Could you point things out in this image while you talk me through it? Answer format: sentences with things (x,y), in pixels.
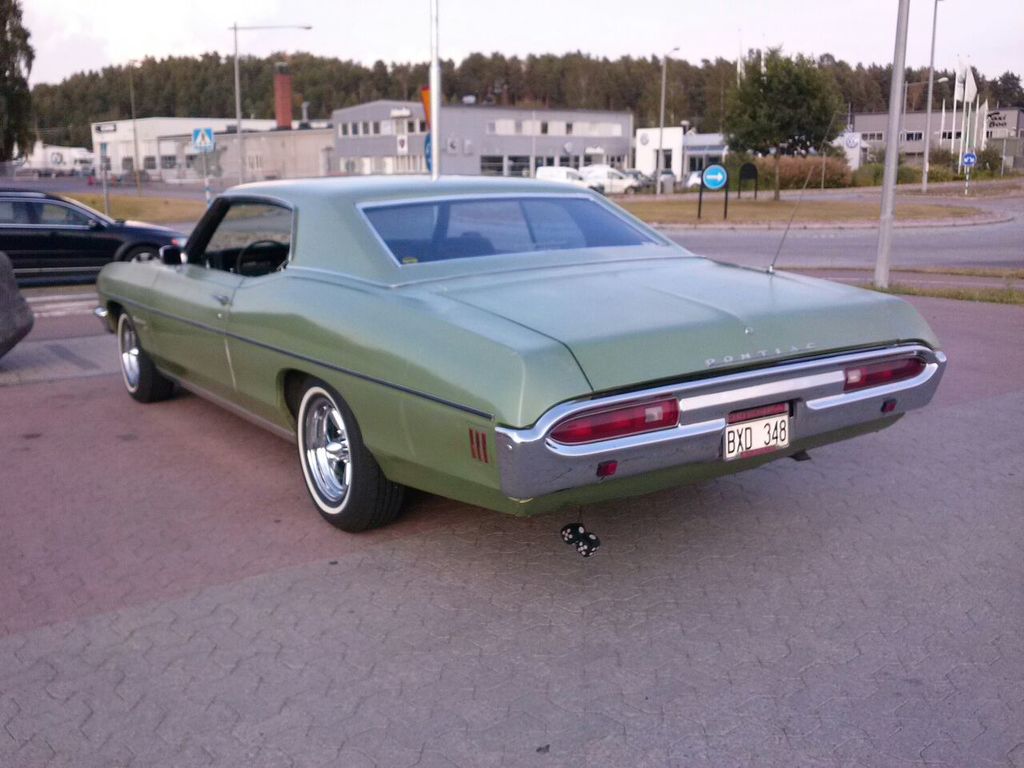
There is a vehicle (453,446) on the road (276,556). In front of it, there is another vehicle (61,210) on the road (231,496). In the background (950,297), there are poles (890,196), signboards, grass (863,207) on the dividers (877,207), there are buildings (417,137), trees (749,122) and clouds (490,34) in the sky (869,17).
